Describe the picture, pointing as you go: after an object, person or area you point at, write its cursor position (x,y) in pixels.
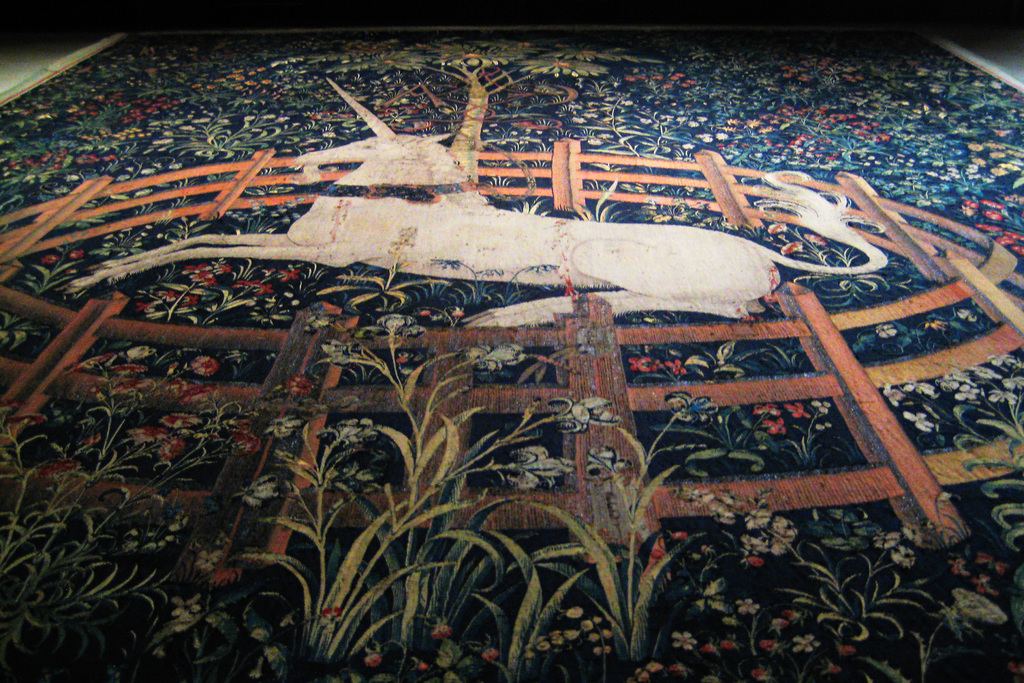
In this image there is a carpet (275,337) on the floor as we can see there is a painting (435,448) of some flowers (584,407) and a painting (414,214) of a unicorn (481,270) on this carpet (500,244).
